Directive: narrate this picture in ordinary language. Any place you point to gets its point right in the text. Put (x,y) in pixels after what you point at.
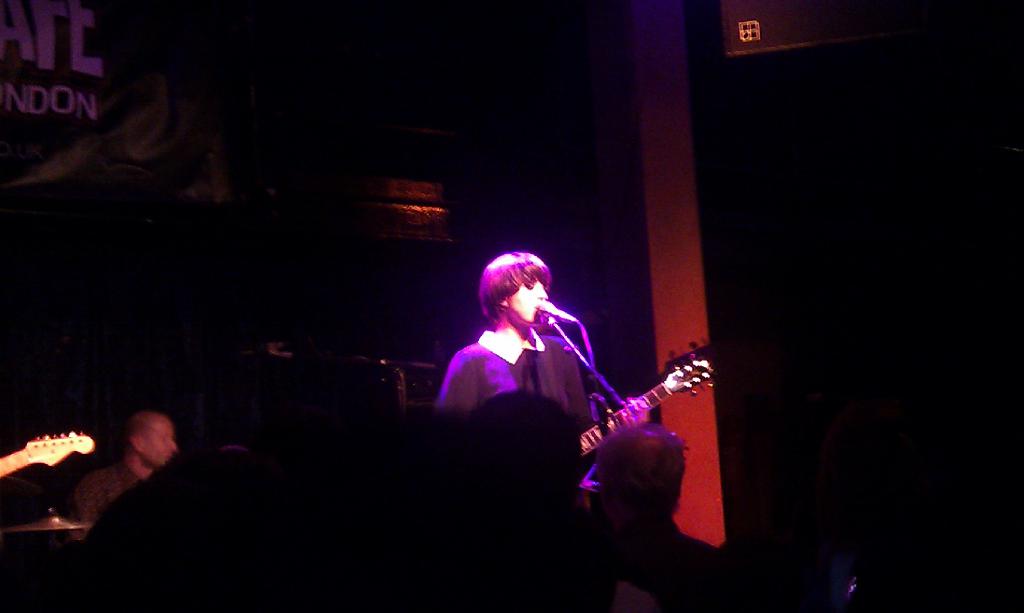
This picture shows a man (561,384) playing guitar (696,369) and singing with the help of a microphone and we see a man (147,474) seated. we can see few audience (166,511) in the front (151,531).
